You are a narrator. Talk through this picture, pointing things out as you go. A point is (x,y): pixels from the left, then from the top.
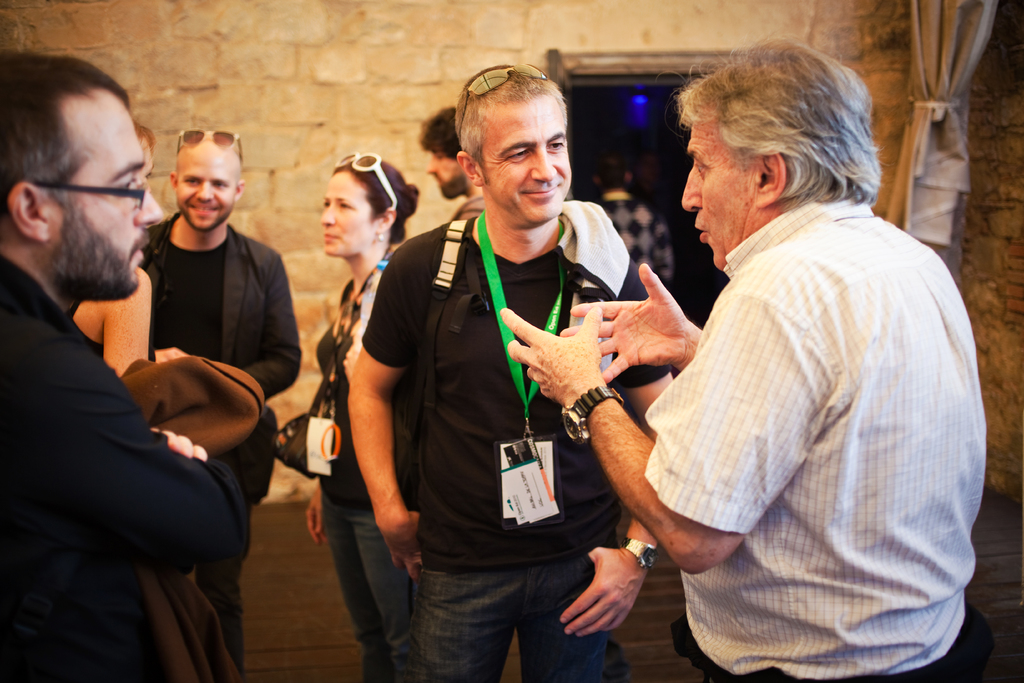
In this picture we can see a group of people (889,235) with ID cards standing on the ground (669,597) and talking to each other. In the background (154,56), we can see a stone wall (677,20) & a door (648,126) with a curtain (946,93).
